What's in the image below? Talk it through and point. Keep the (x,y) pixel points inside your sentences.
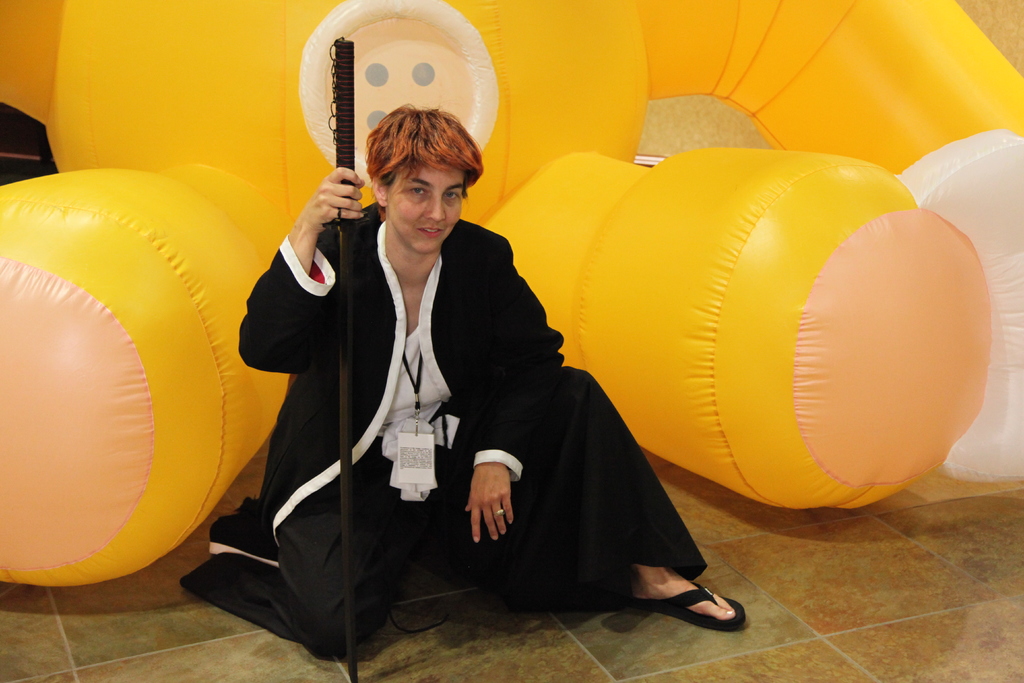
In this picture we can see a person (491,437) is smiling and holding a stick (349,344), in the background (599,181) there is an inflatable character (443,98).
